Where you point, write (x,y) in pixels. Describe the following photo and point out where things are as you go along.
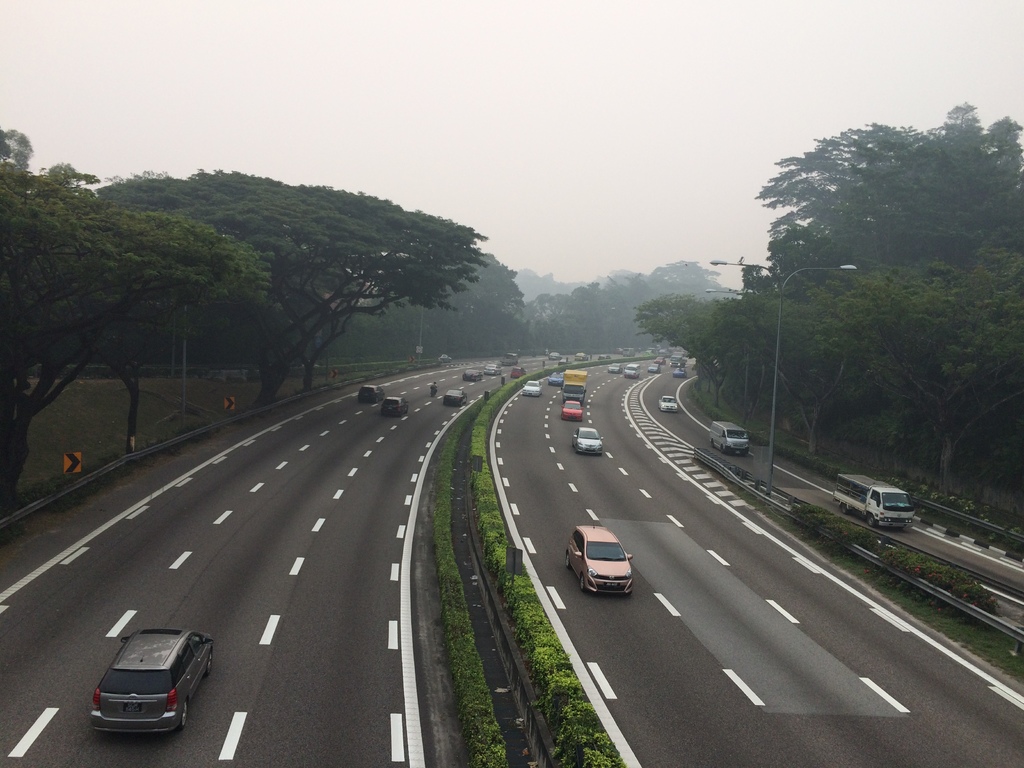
In this image I can see few vehicles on the road (249,607), few light poles (733,291), trees (875,385) in green color and the sky (517,120) is in white color.
